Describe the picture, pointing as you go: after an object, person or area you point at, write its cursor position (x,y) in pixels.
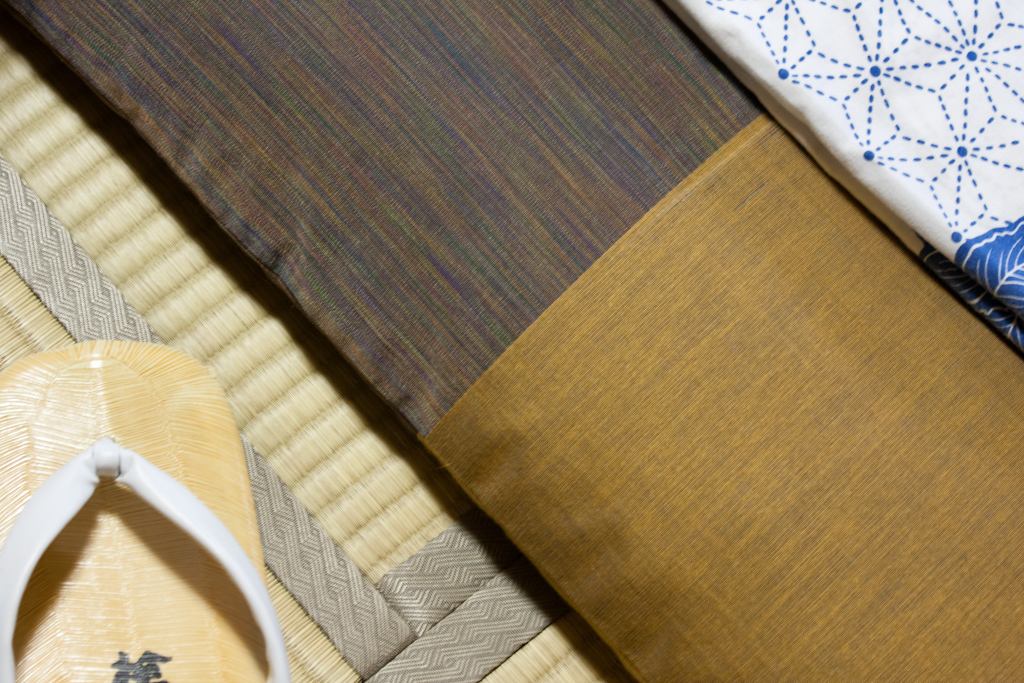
This image is taken indoors. At the bottom of the image (443,617) there is a floor mat (307,413) and there is a footwear (177,525) on the floor mat (314,638). On the right side of the image (750,320) there are folded fabrics (759,156).
